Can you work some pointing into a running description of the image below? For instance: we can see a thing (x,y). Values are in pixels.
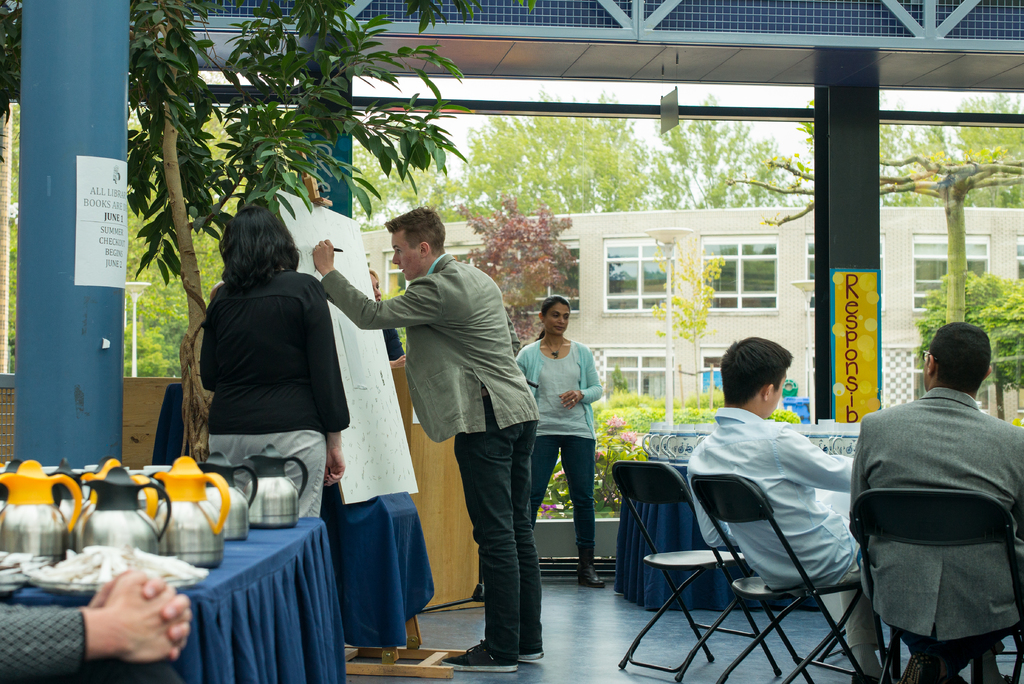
On the background (600,227) we can see building (589,234). These are window (746,276), trees (595,177). At the top (595,98) there is a sky (555,98). Here we can see a man (401,240) holding a pen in his hand (324,246) and drawing on the board (389,368). We can see a woman (266,362) beside to him. We can see persons (939,455) sitting on chairs (689,663).
